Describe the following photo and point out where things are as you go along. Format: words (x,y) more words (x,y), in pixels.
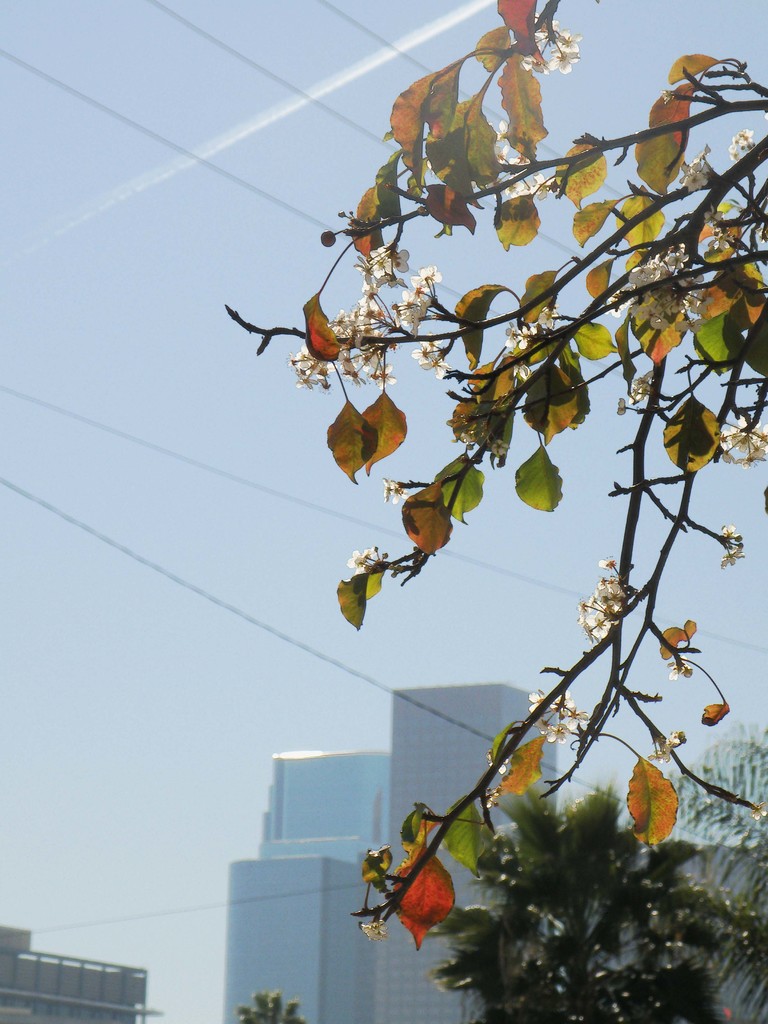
In this image we can see group of flowers (440,372) and leaves (540,421) on branches (641,264) of a tree (647,325). In the background (551,912), we can see a group of trees (498,947), buildings (267,884) and the sky (58,466).
